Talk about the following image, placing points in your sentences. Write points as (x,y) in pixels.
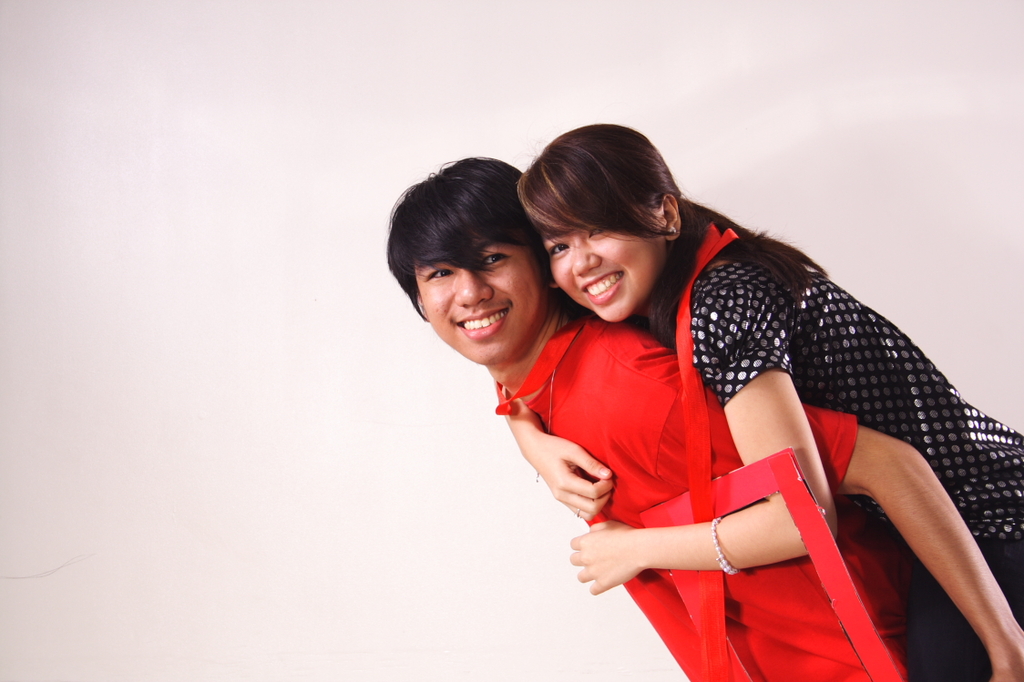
In this picture there is a man (524,304) with red dress (785,633) is standing and holding the woman (702,324) and she is smiling. At the back (102,220) it looks like a wall (149,475).
